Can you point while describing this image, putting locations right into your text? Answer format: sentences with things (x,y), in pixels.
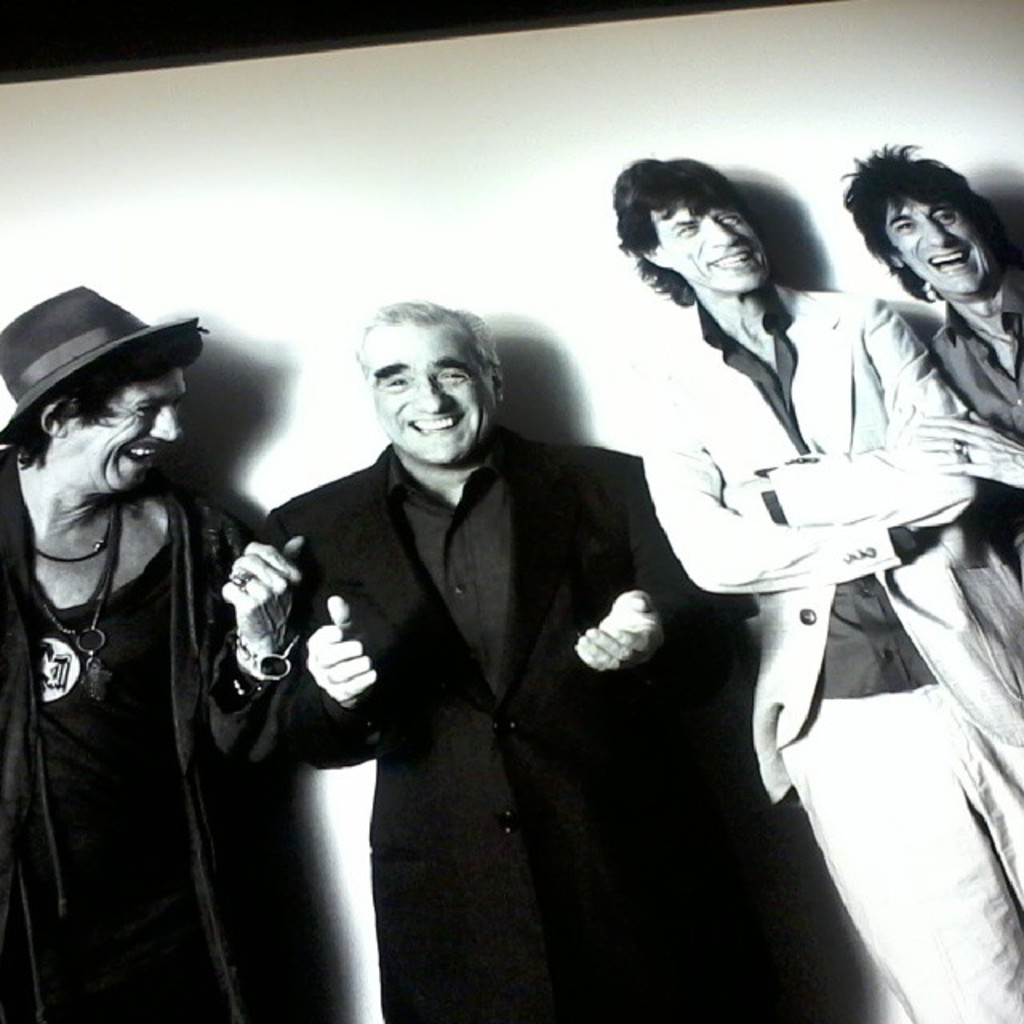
In this image in front (940,666) there are four people (76,430) wearing a smile on their faces (64,433). Behind them there is a wall (399,142).
